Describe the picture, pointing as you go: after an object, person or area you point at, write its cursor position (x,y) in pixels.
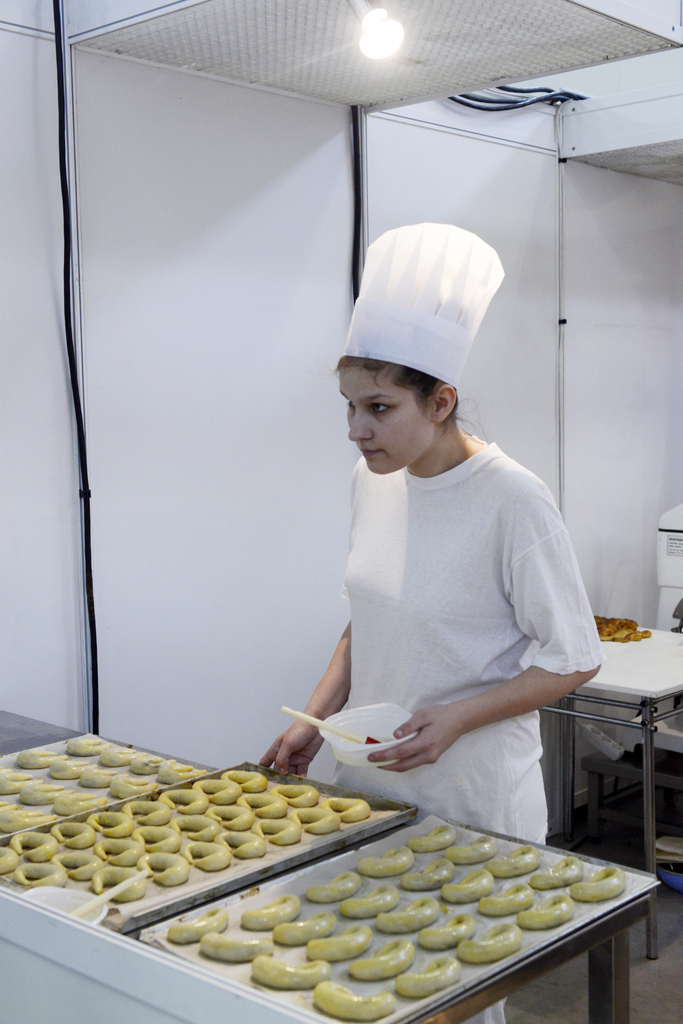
In this picture we can see a woman (469,626), she is holding a bowl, in this bowl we can see a spoon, here we can see a table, food items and some objects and in the background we can see a wall (299,434), light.
